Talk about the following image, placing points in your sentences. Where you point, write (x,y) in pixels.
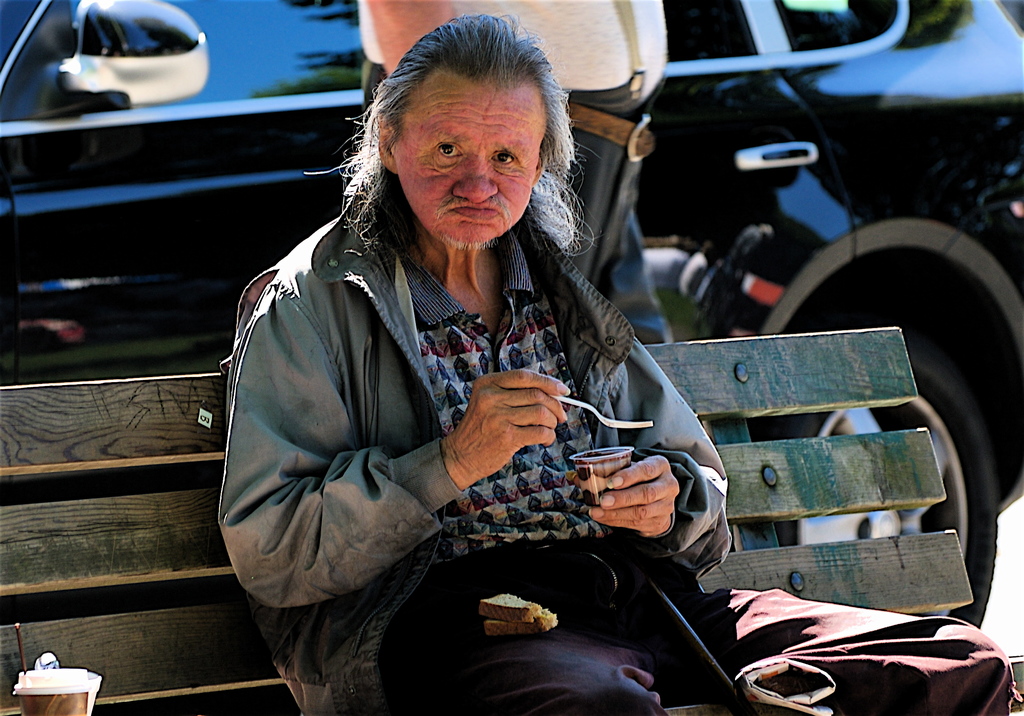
In this picture, we see an old man (426,264) is sitting on the wooden bench (224,562). He is holding a cup (590,473) and a spoon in his hands (622,484). We see a cup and bread (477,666) on his lap (484,677). Behind him, we see a man (609,84) is standing. In the background (249,112), we see a black car (762,131).
